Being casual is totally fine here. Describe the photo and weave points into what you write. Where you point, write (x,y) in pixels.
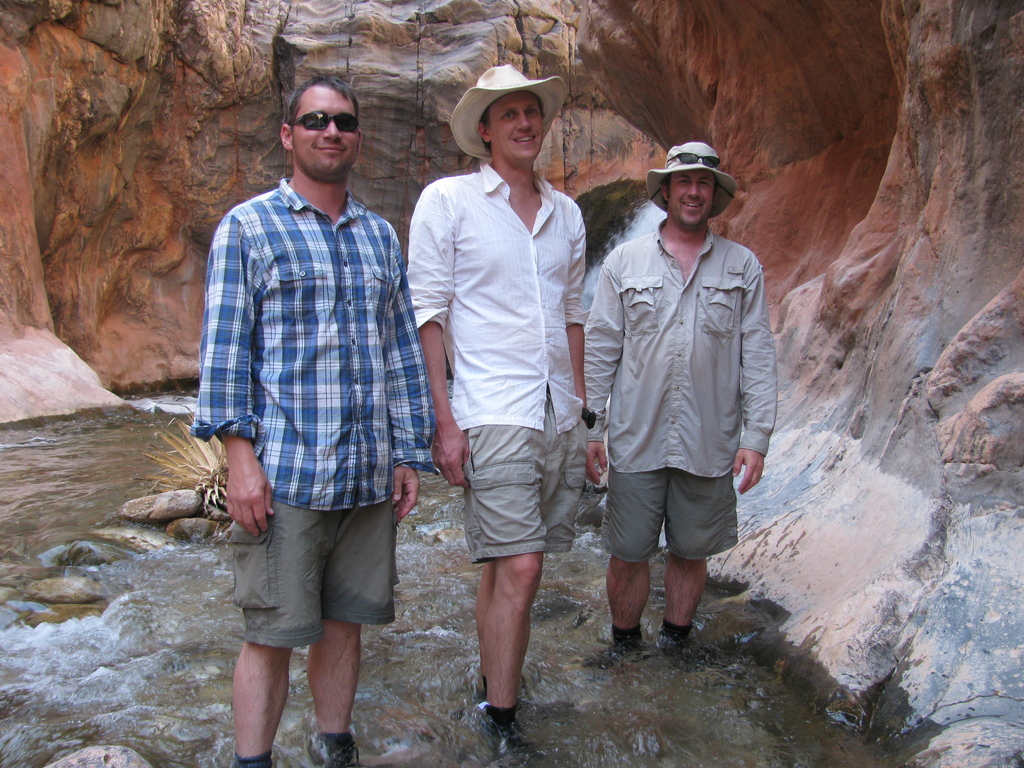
In this picture we can see three men (652,290) smiling and standing in water (472,743). There is a plant (221,488) and few rocks (62,553) in water (83,485). We can see some rocks (641,153) in the background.
